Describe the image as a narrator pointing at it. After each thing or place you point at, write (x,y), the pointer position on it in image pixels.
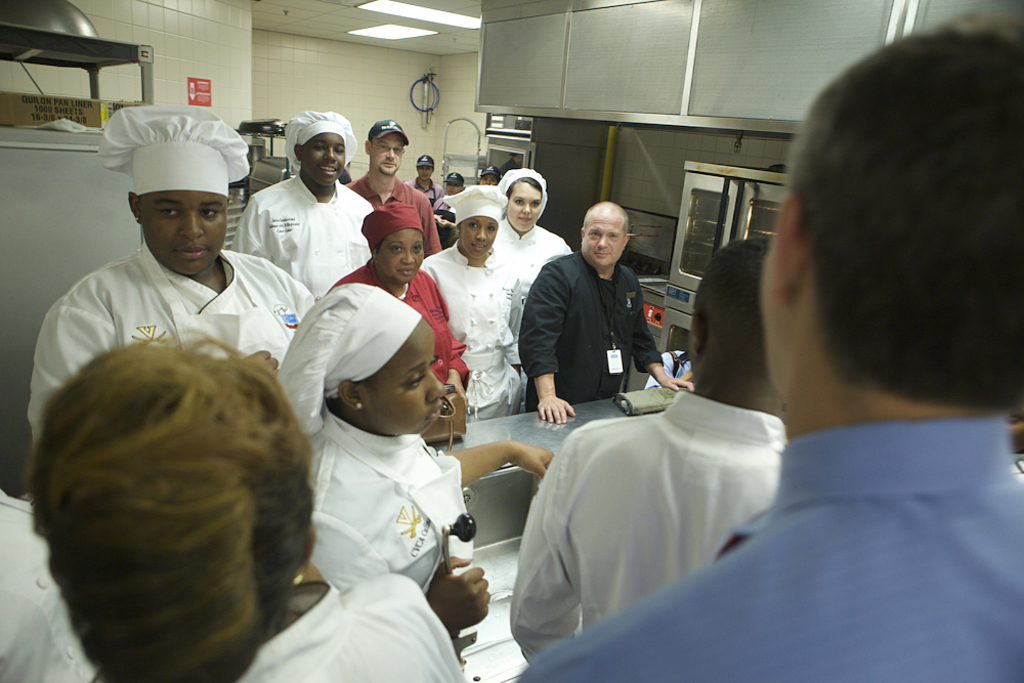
In this image I can see group of people (241,435) standing. There are walls (542,218), there is ceiling (333,19) with lights (459,22), there is a cabinet (483,34) and there are some other objects (18,388).
